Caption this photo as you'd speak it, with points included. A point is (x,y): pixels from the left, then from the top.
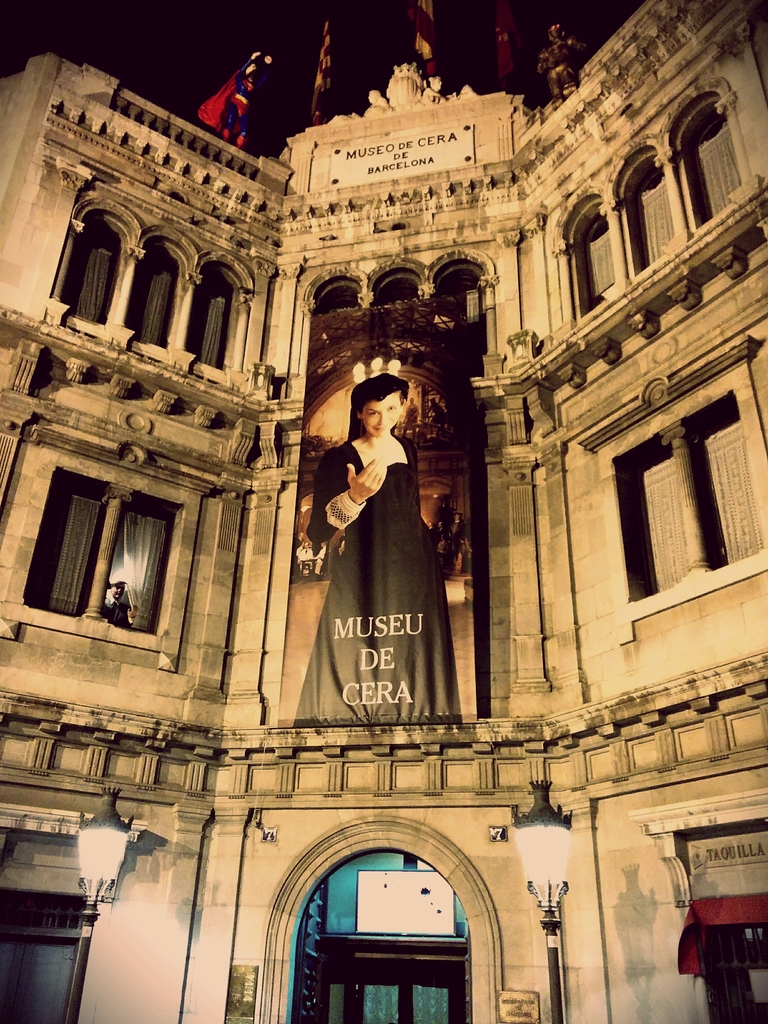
There are lamp poles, building (23,695) and a poster (313,693) in the foreground area of the image (403,361), there are flags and the sky (331,10) at the top side (384,17).
